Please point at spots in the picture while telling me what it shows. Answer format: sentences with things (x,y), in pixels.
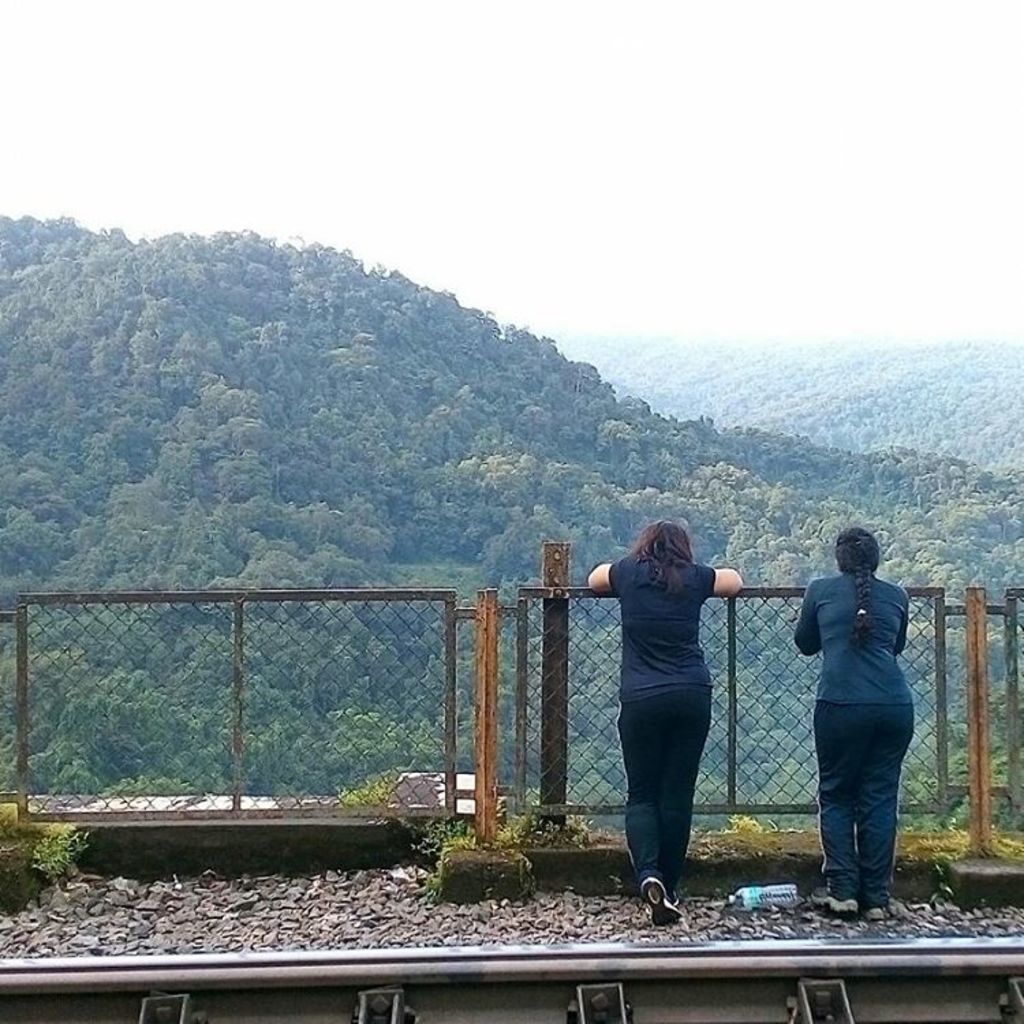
This image consists of two women (636,642) wearing blue dresses (650,647) are standing. In the front (285,695), we can see a fence (454,646). In the background (440,449), there are mountains (477,439) along with plants (447,340). At the top (494,172), there is sky (483,206). At the bottom (417,949), there is a track (586,967).
